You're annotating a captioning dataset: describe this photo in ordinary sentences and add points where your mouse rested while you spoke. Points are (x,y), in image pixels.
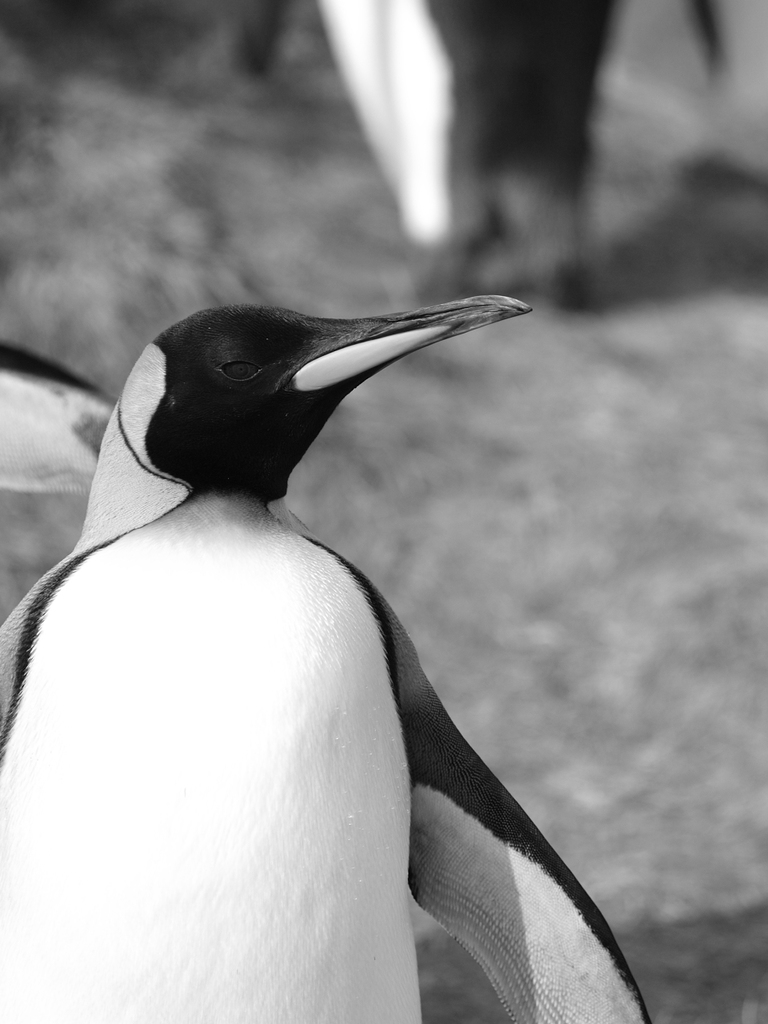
This is penguin (346,699).
